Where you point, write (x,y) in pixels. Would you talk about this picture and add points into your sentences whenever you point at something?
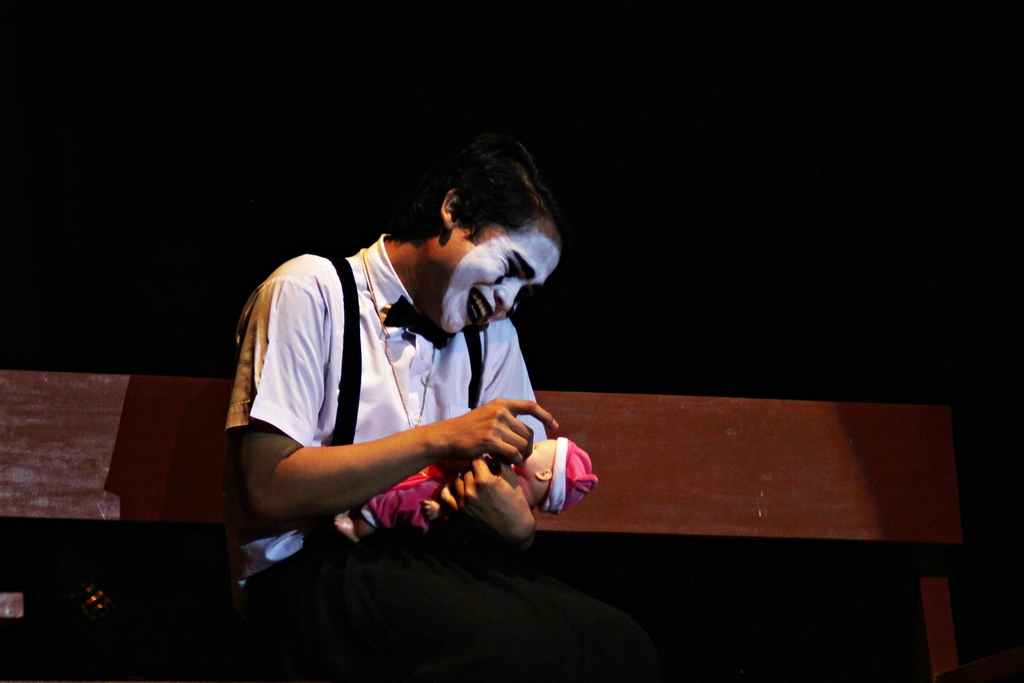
In this image there is a person (310,435) sitting on the bench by holding the small doll (563,478). There is a painting (482,269) to the face (499,264) of a person (493,268).
